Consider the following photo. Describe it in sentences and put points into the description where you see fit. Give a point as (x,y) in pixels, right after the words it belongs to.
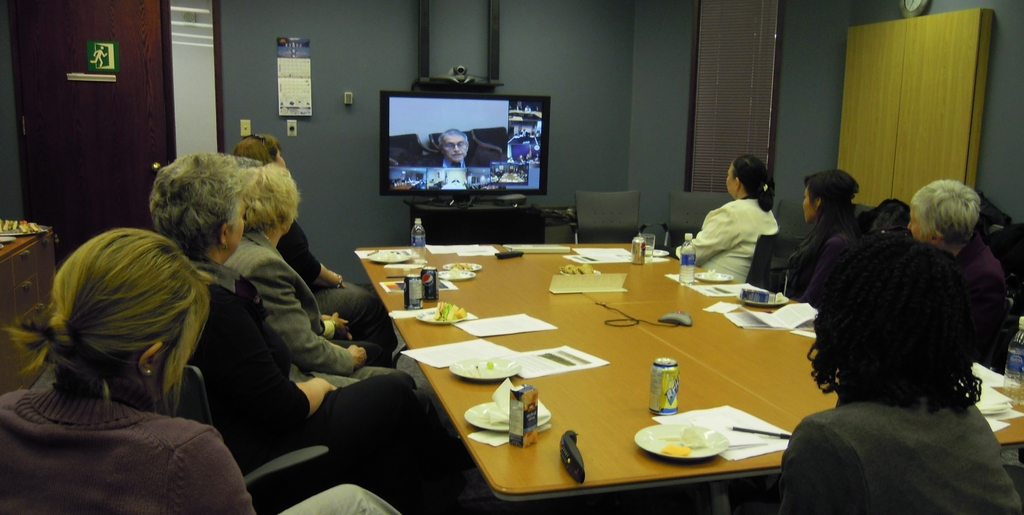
In this image I can see few people (141,488) are sitting on chairs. Here on this table (667,354) I can see few papers (528,366), cans (663,377), few plates (472,368) and few papers (502,350). In the background (388,183) I can see a television (512,123).
